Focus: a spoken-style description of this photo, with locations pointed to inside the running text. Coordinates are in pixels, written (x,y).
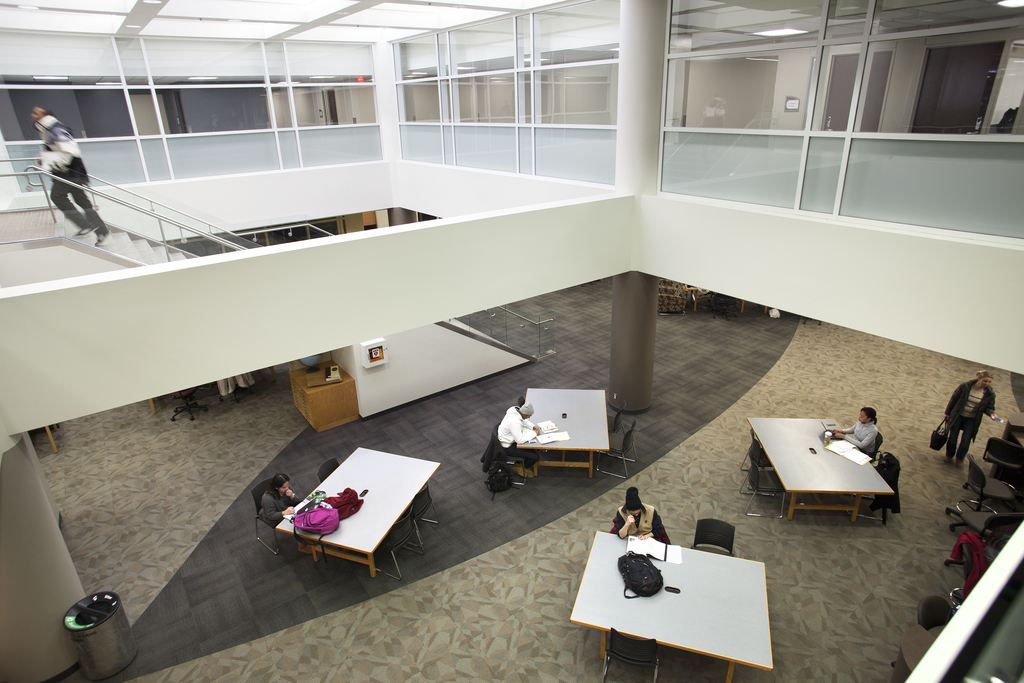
In this image I see few people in which most of them are sitting on chair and few of them are standing. I can also see there are tables (786,443) in front of them on which there are bags (308,520) and other things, I can also see few more chairs (627,444) and I see the stairs (115,250) over here.
